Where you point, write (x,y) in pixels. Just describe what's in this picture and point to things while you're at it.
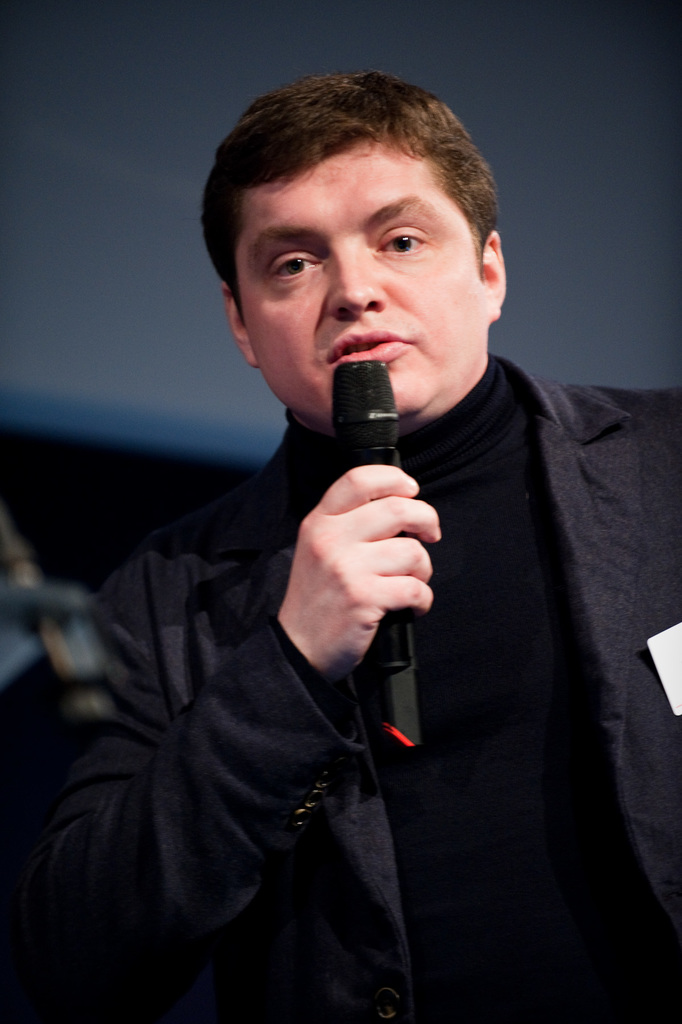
This picture is mainly highlighted wearing a black colour shirt (517,671) and a black blazer (237,783) over it. Standing and holding a mike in his hand (308,634) and talking. Background (475,19) is blurry.
